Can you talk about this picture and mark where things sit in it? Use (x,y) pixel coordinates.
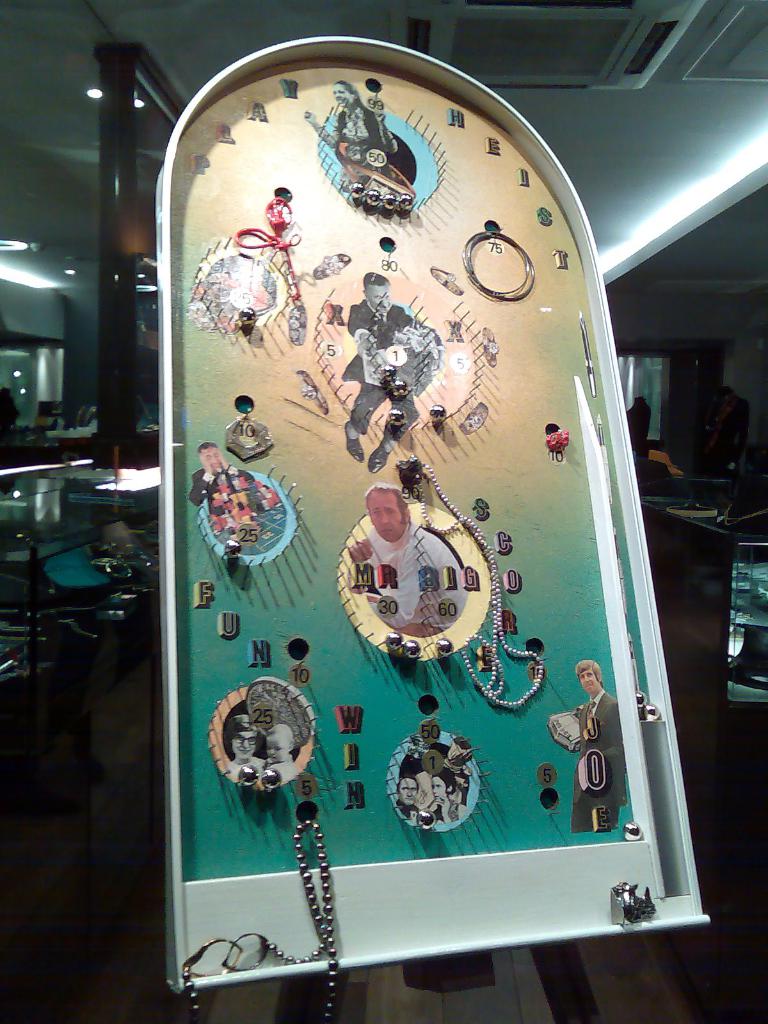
In the image i see that in front (316,87) there is a pin ball game (346,439) and at the back (246,15) there is a ceiling (90,115) and on the roof (236,16) on which there is a centralised AC (581,40).
